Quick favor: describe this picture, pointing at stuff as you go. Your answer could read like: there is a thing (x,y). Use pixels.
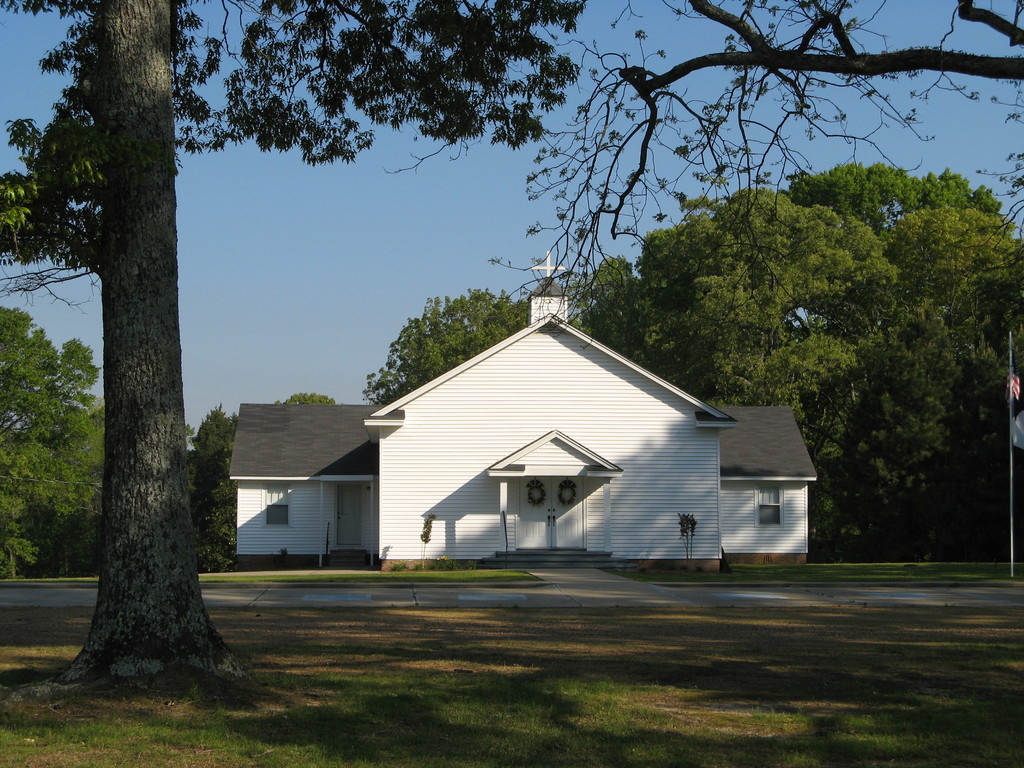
In the image there is a tree (159,165) on the left side (176,560) on the grass field (325,733) and in the back (386,488) there is home (438,491) with trees (834,540) behind it all over the place and above its sky (310,240).
